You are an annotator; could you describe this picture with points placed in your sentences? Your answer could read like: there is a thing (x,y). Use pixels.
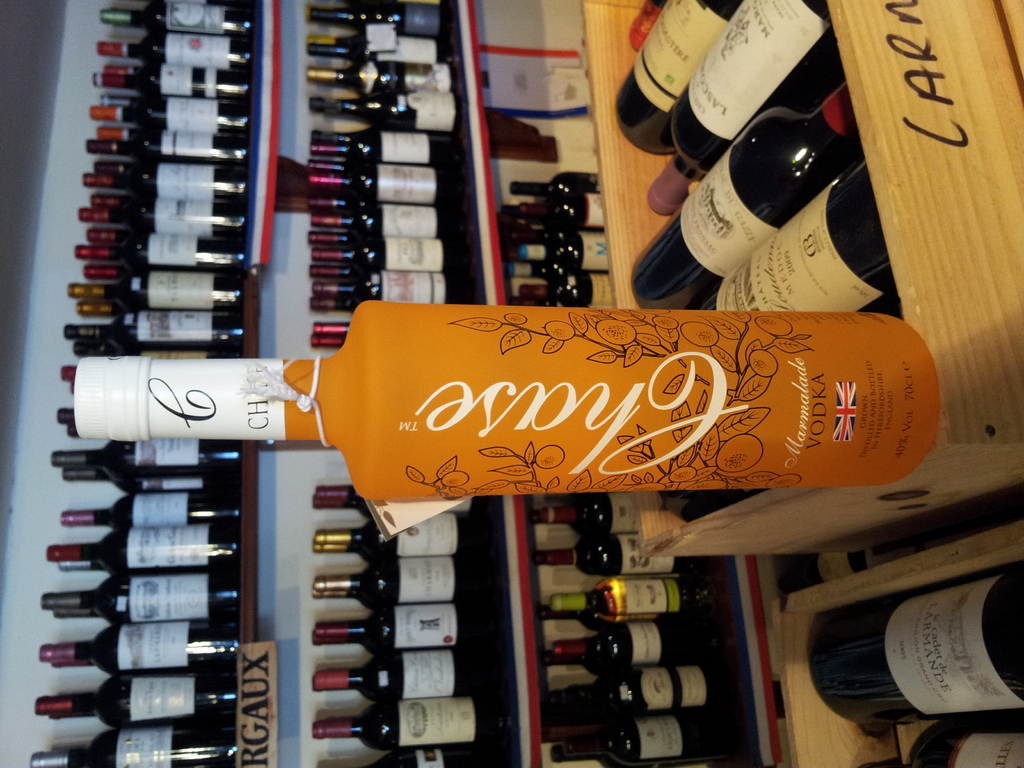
This image is in left direction. On the right side (935,126), I can see a wooden box (894,128) in which few black color bottles (773,156) are arranged. On this box (917,307) there is another bottle (467,405) which is in orange color and I can see some text (576,402) on this. In the background (438,565) there is a rack (505,632) in which bottles (231,619) are filled and a white color papers (178,251) are attached to the bottles (140,256).
